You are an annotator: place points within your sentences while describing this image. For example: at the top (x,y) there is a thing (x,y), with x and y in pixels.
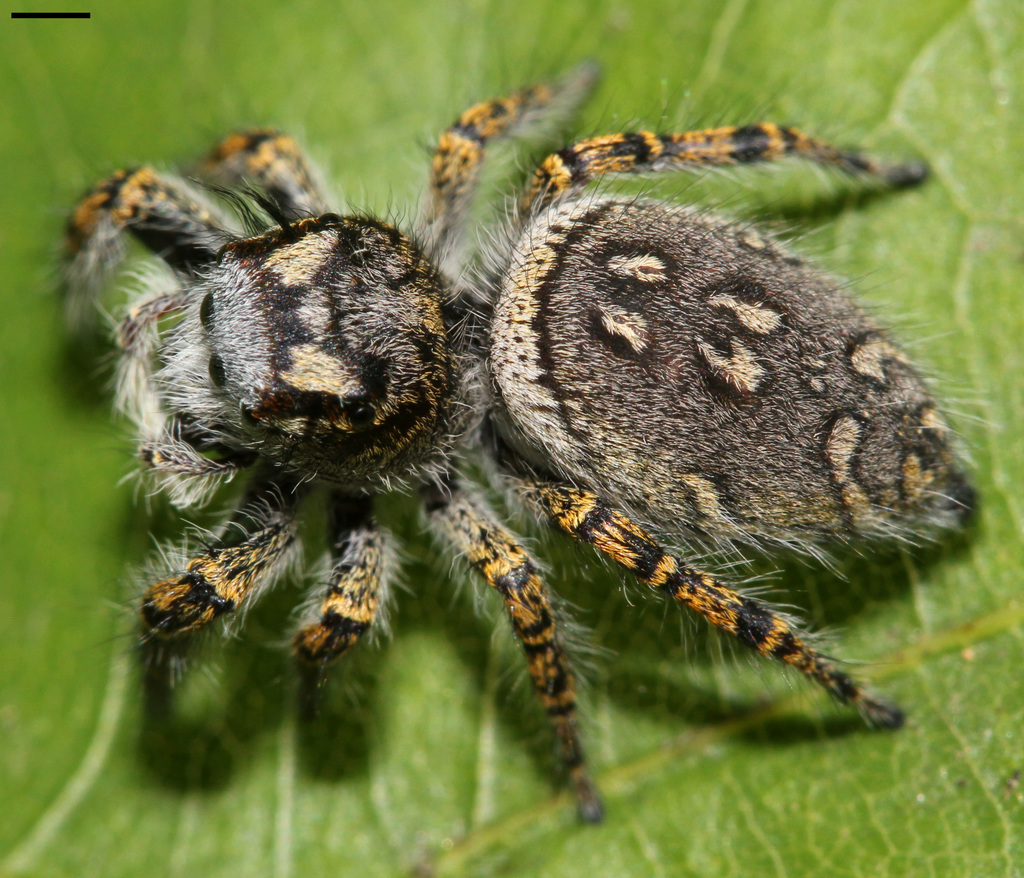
In this image I can see an insect (499,377) on the green color leaf (657,825). I can see an insect (427,506) is in black, white and brown color.
